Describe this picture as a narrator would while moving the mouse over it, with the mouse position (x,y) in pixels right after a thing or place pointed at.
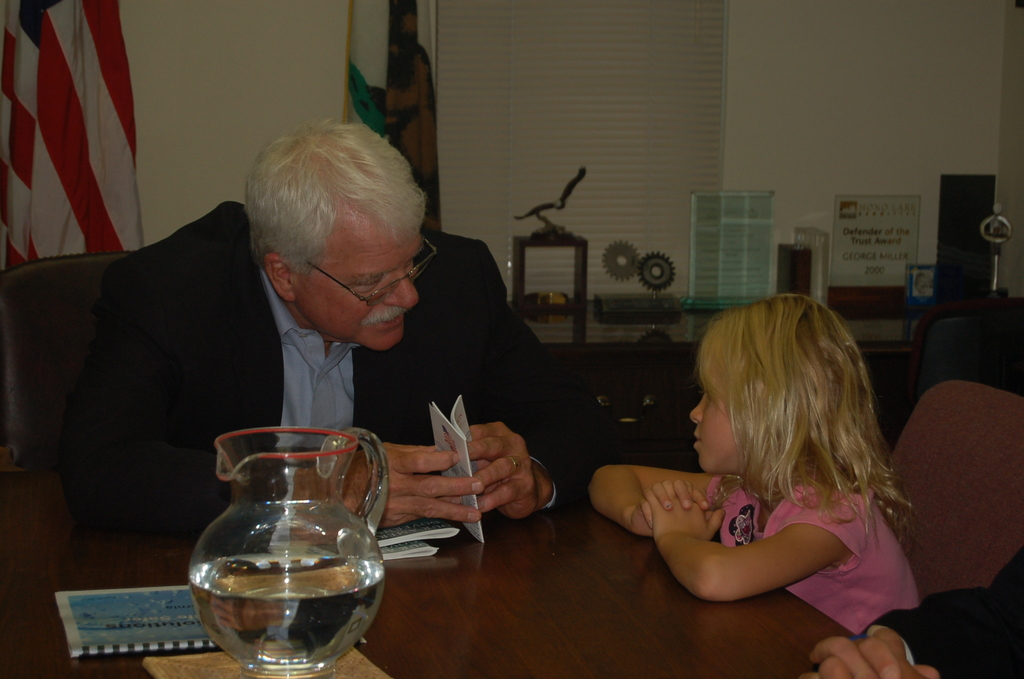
Here we can see a man (400,164) sitting on a chair (56,339). He is wearing a coat (499,356) and he is speaking with a baby girl (903,520) who is sitting on a chair (989,457) as well.
